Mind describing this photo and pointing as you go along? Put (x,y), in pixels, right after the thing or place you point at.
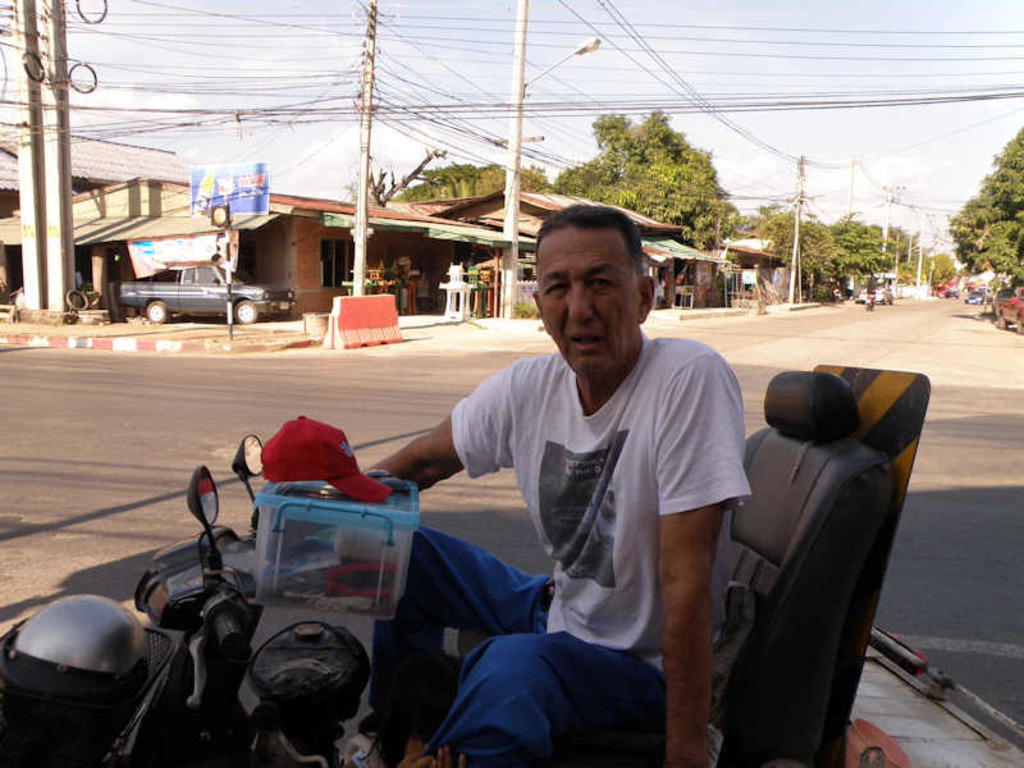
In this image, there are some poles (52,278) beside the road (250,375). There is a person (570,515) at the bottom of the image (579,679) and sitting on the bike (302,667). There are some huts (317,217) and trees (676,215) in the middle of the image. There is a sky (824,200) at the top of the image (463,36).
